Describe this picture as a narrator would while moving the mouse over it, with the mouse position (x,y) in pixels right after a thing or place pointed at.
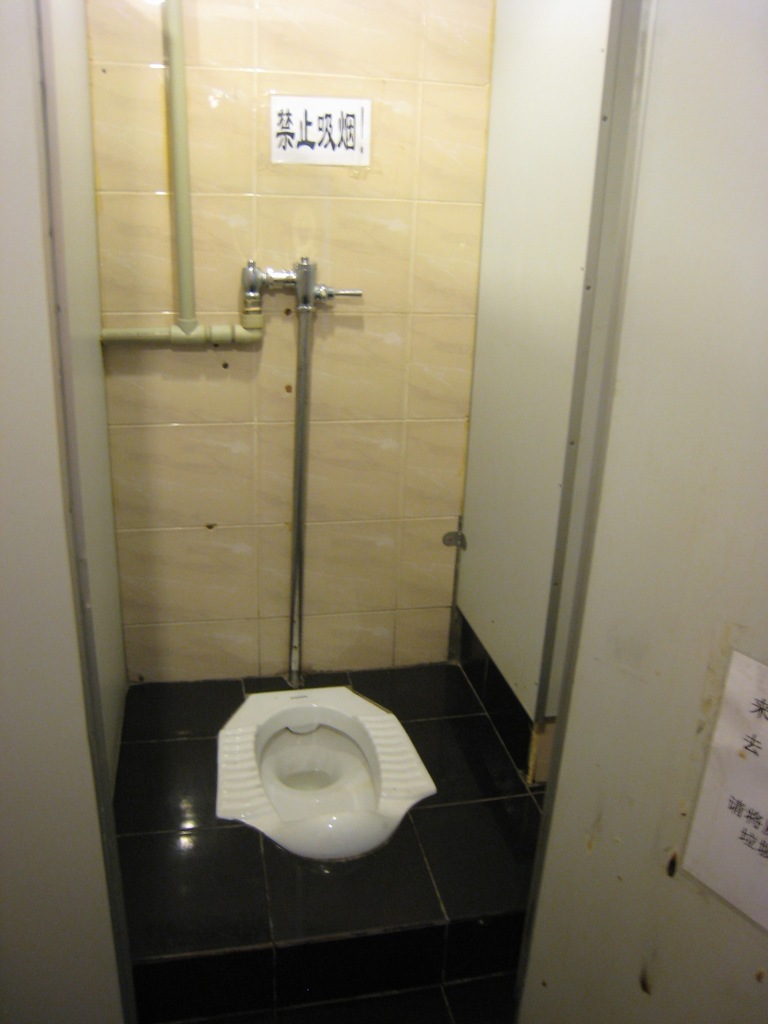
In this picture we can see a commode (342,821) in the middle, in the background (285,483) there are some tiles (294,438) and pipes (258,323), we can see a paper (730,810) pasted at the right bottom (754,789).
